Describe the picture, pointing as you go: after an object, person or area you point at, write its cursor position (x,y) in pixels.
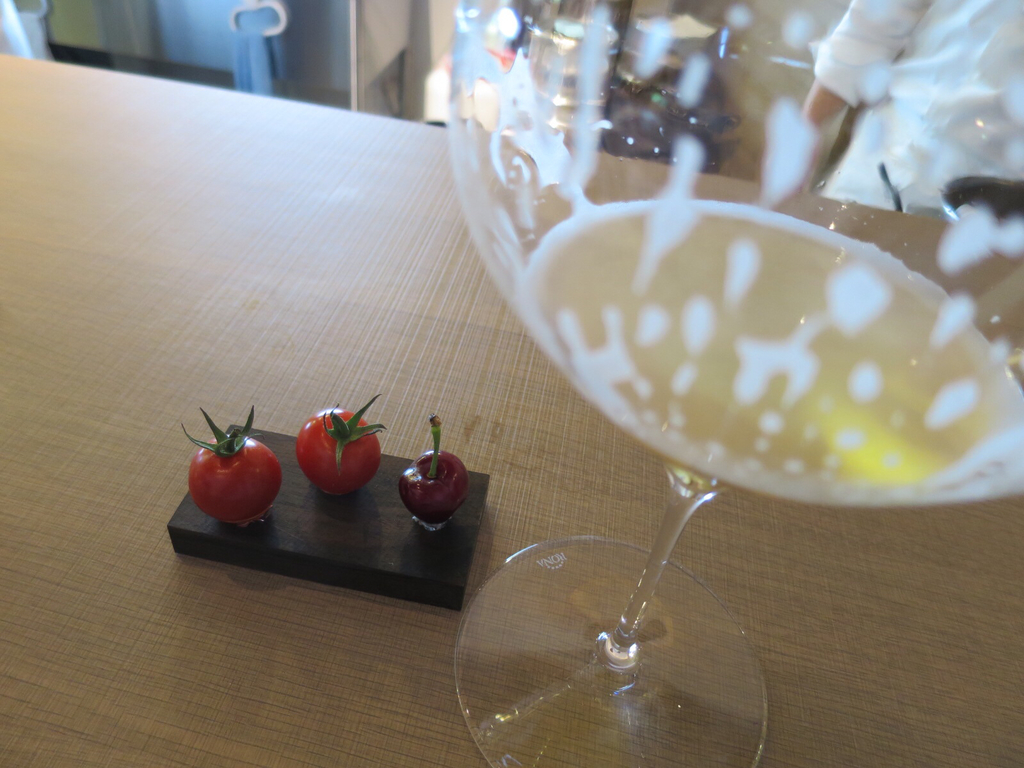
As we can see in the image there is a brown color table (139,165). On table (212,305) there are two cherry tomatoes (237,449), a cherry (454,468) and a glass (796,268).
